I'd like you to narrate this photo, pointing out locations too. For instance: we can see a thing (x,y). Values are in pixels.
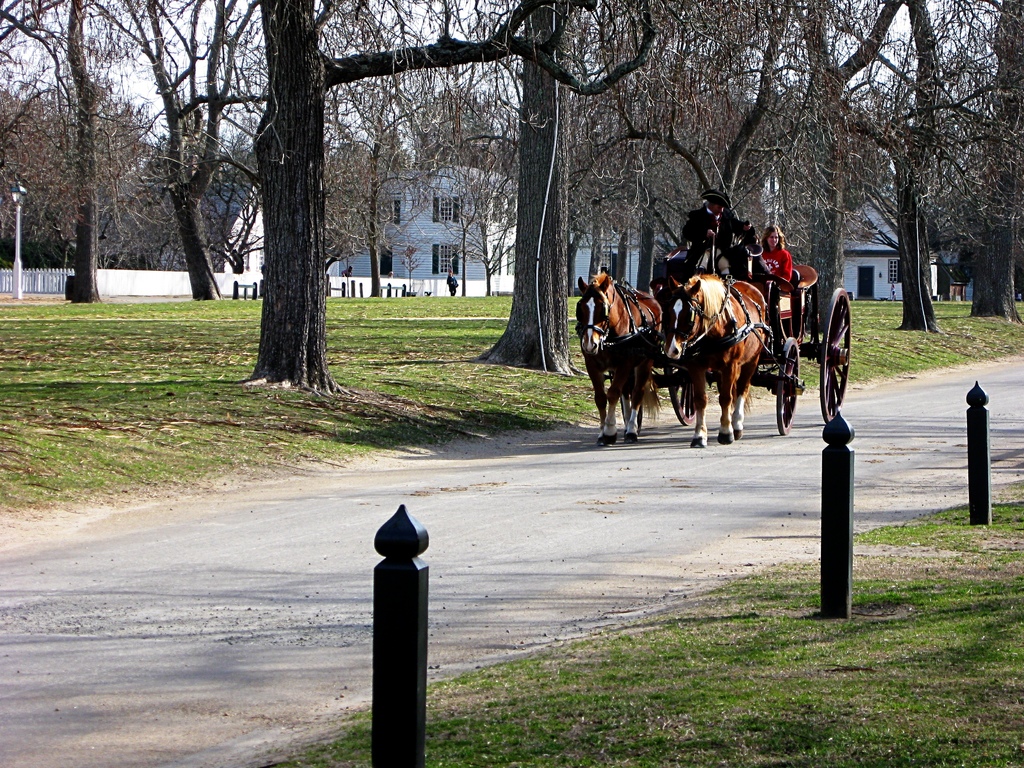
In this image we can see persons (784,260) sitting in the horse cart (778,307), buildings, benches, wooden grill (44,283), ground (16,444), trees (854,152), poles (971,469), road (505,520) and sky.
